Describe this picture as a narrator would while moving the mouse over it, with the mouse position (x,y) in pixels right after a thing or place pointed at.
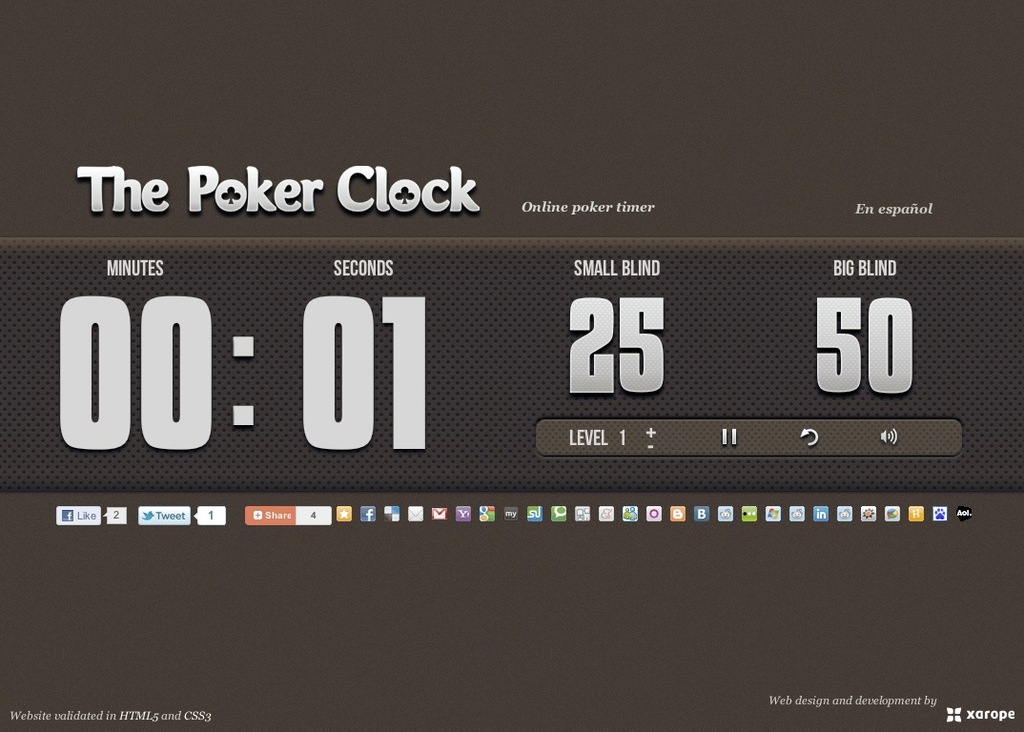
In this image in the center (360,422) there is some text (160,516) written on a board (842,461).
